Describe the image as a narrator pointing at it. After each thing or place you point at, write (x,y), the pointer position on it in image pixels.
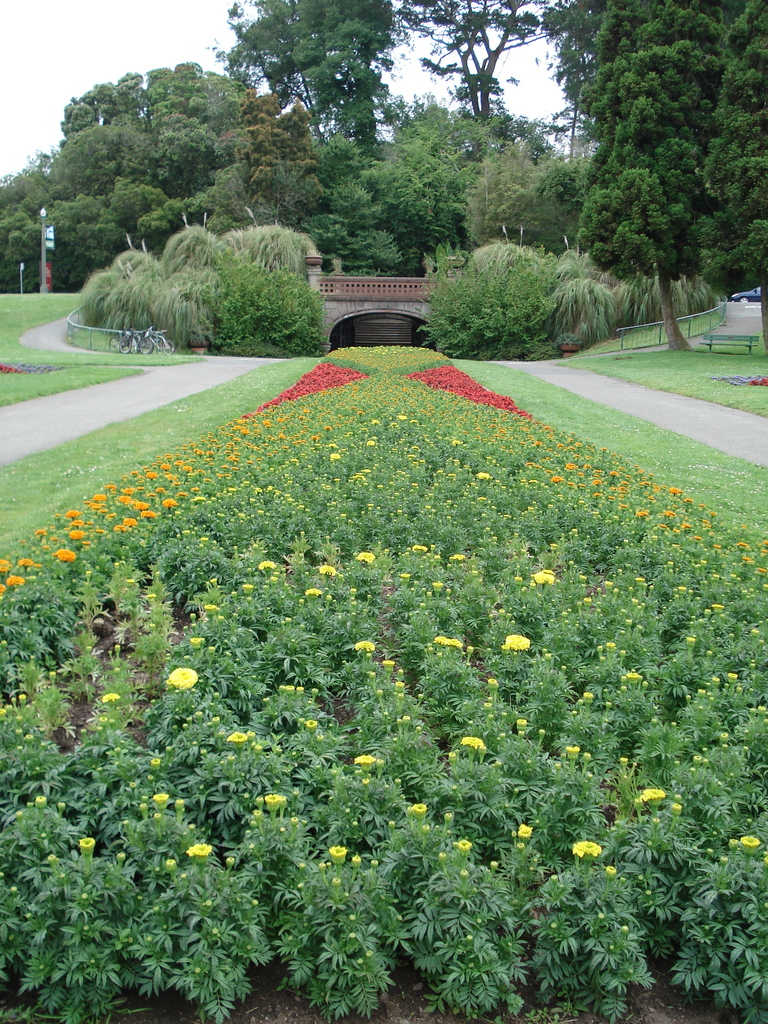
In this image we can see flowers (21,370) to the plants (545,637), bridge (377,294), shrubs (609,286), fence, grass (53,381), bench (724,344), poles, a car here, trees (173,178) and the sky (14,53) in the background (186,87).
